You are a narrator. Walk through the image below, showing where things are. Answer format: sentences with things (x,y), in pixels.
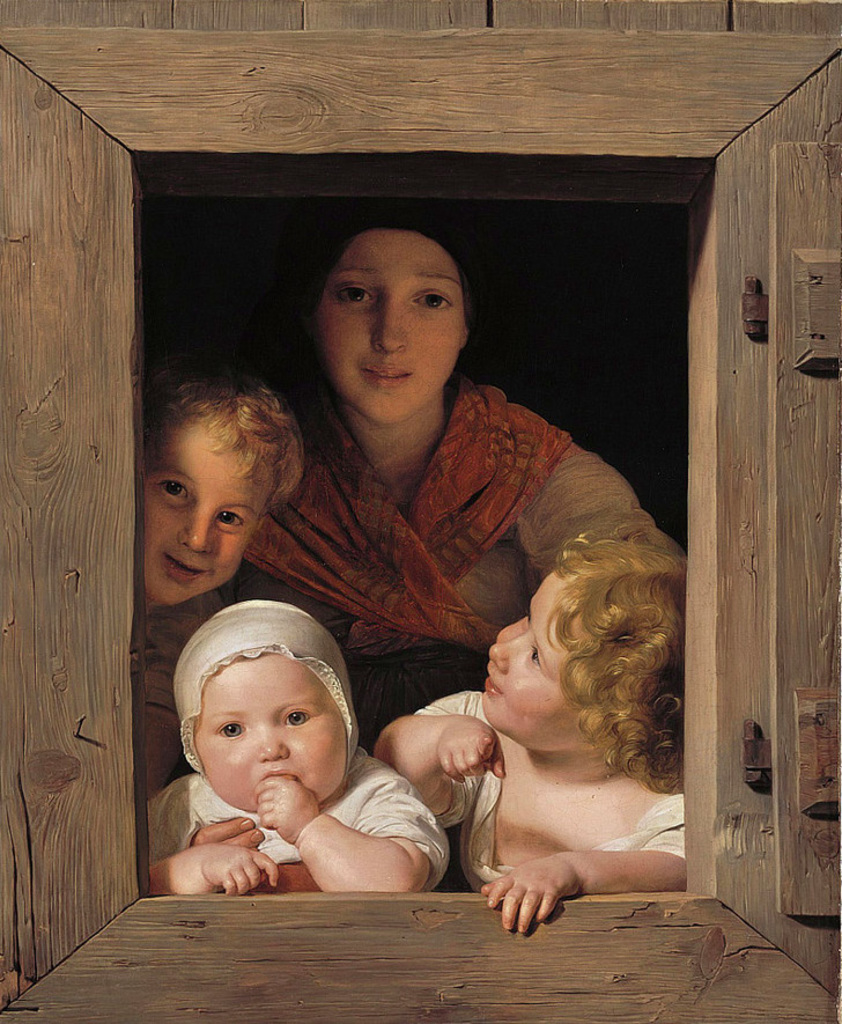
In this image there is a painting (120,10), in that there is a wooden window (734,743), in that window (752,303) there are three kids (233,547) and a women (464,441).
